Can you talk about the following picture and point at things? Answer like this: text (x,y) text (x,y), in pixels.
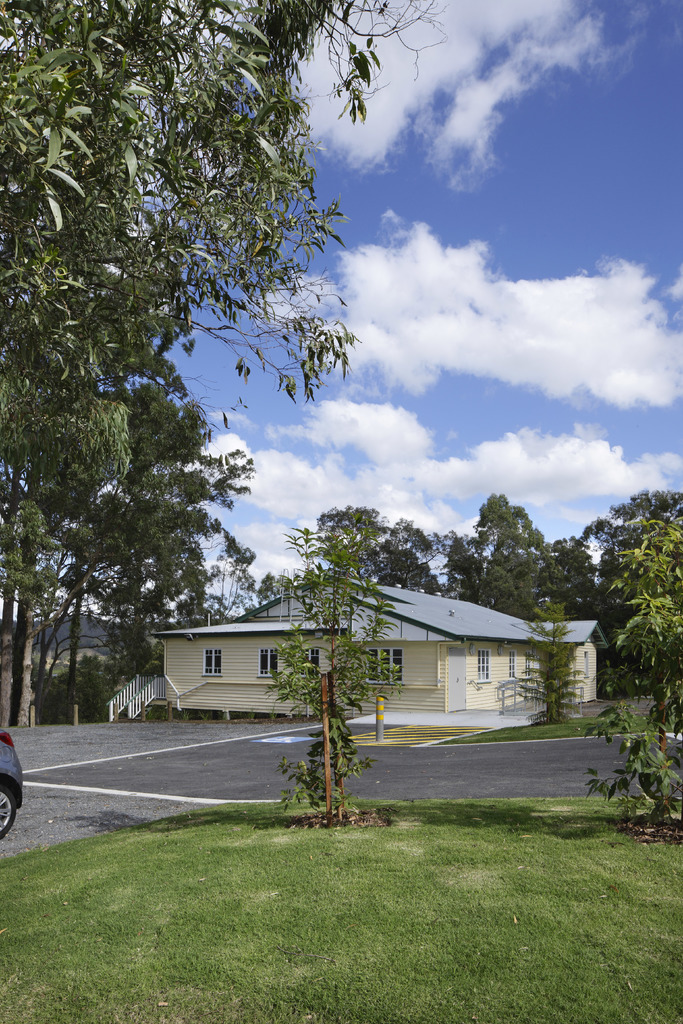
In this image we can see a house (427,674). There are staircases (131,697) in the image. There is a road (228,755) in the image. There is a vehicle (6,777) in the image. There is a sky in the image. There is a grassy land (327,921) in the image. There are many trees (647,626) in the image.
